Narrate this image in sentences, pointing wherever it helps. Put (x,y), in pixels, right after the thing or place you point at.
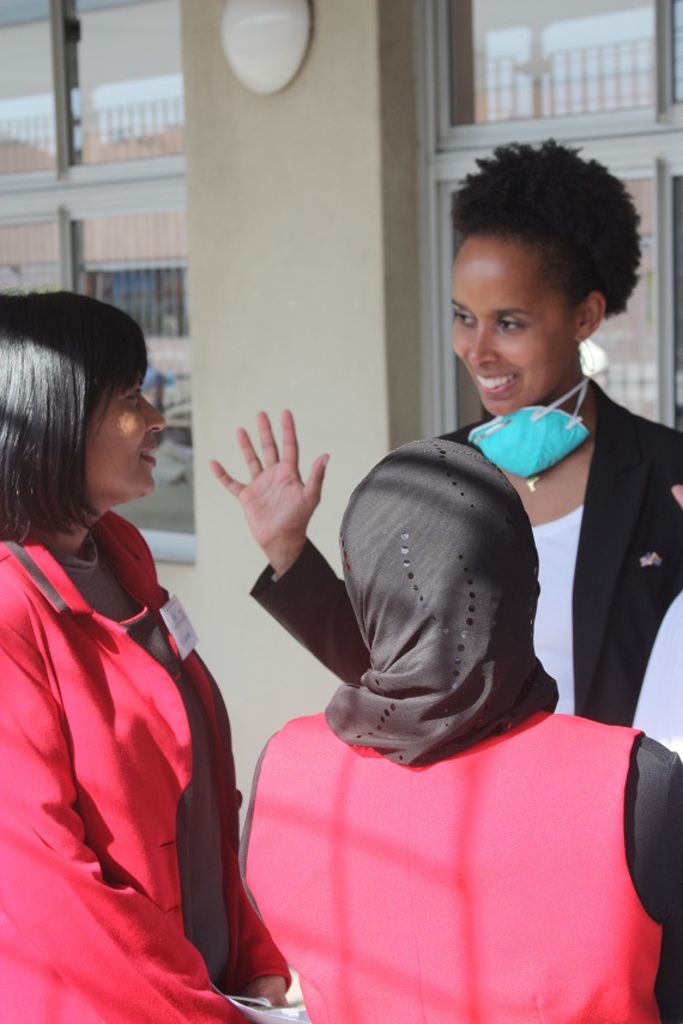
In the center of the image (283,598) we can see some persons (400,801) are standing and wearing coat (535,848). In the background of the image (369,310) we can see windows (159,235), wall (252,240), glass (128,21) and object (255,69).
